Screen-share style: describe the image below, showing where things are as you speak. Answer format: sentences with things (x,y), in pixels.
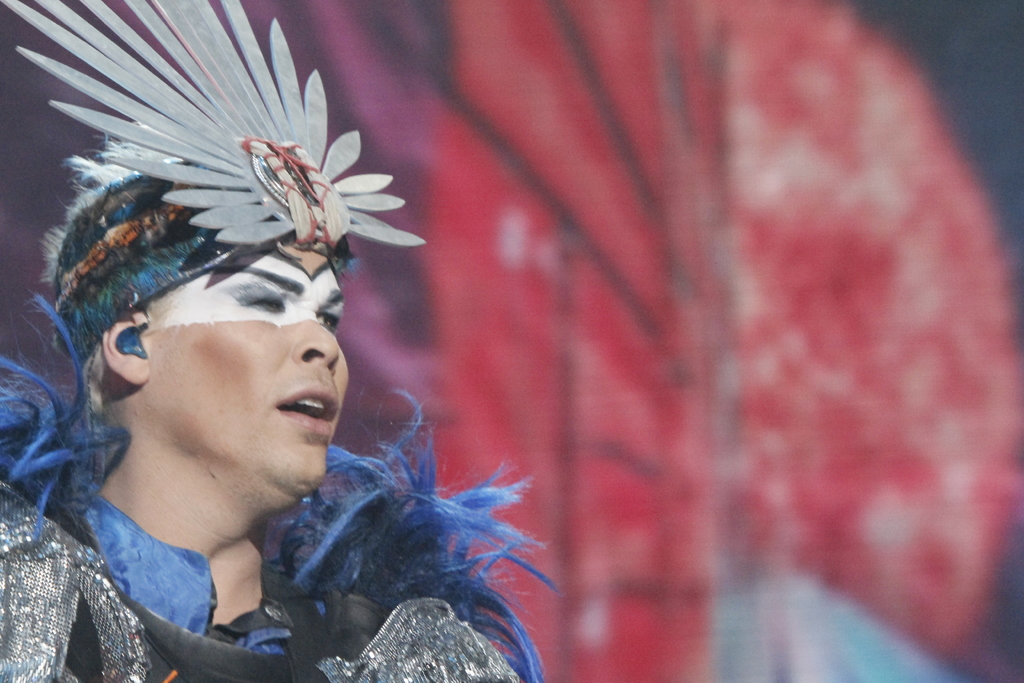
This image consists of person (182,461) wearing a blue shirt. The background (683,658) is blurred.
